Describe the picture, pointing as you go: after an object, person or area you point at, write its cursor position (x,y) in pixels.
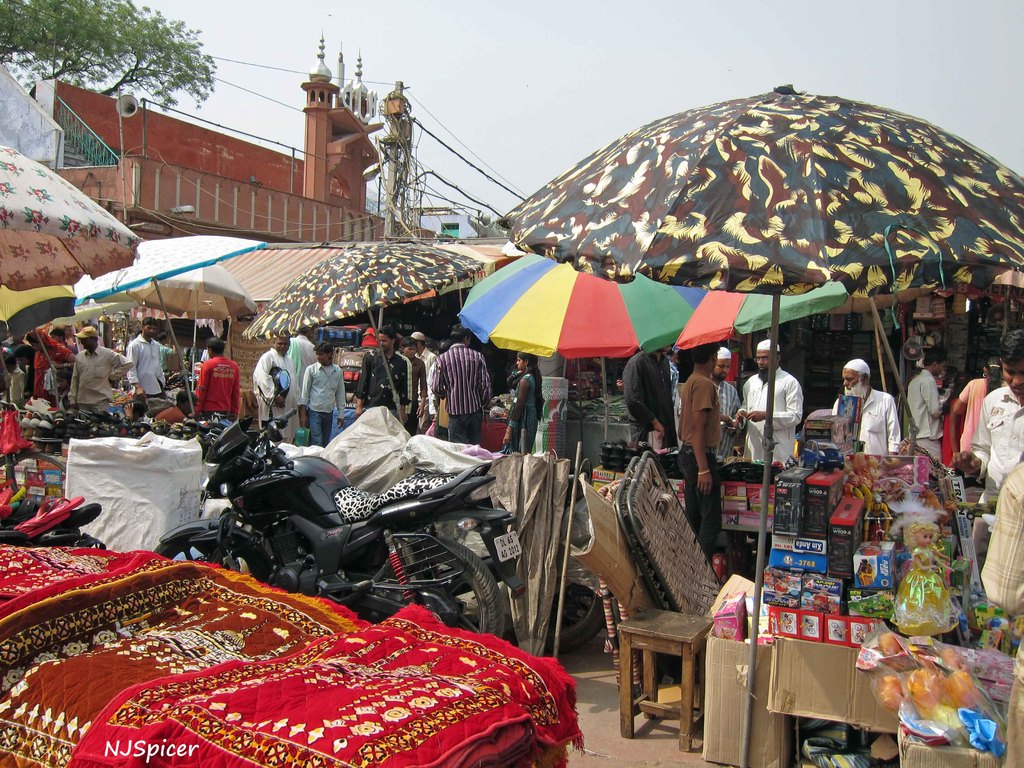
The picture consists of umbrellas (53,272), vehicles (393,592), mats (523,719), boxes (800,665), stool (622,638), people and many other objects (920,711). In the background (394,119) there are tree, mic (132,114), current pole (395,171), cables (409,162) and a mosque (297,165).
